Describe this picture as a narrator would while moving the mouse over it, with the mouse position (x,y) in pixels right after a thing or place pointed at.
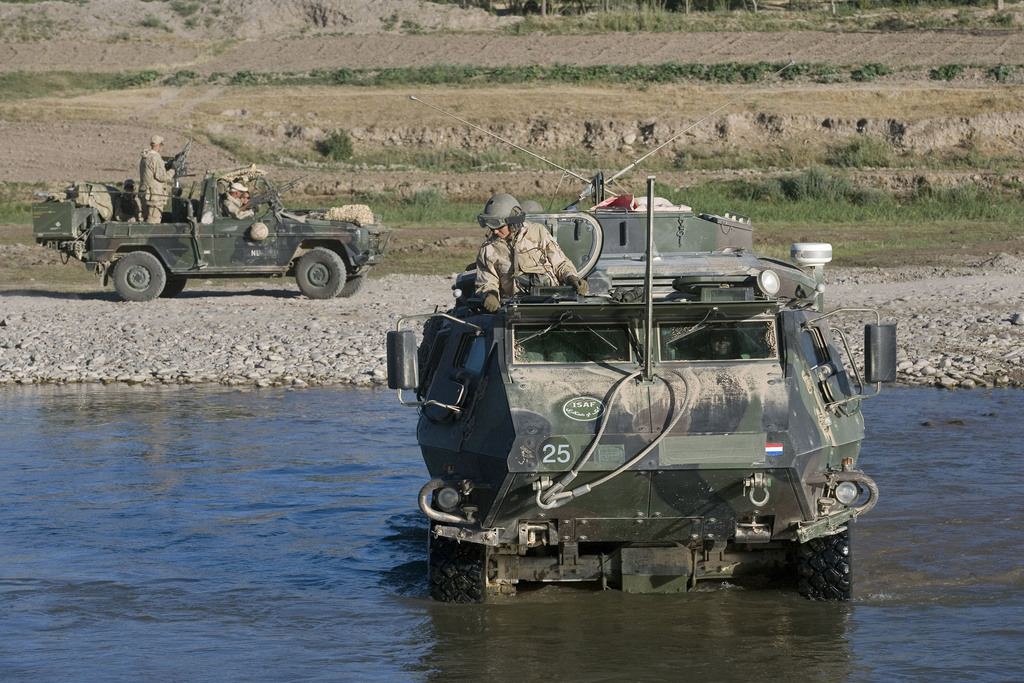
In this picture I can observe two vehicles (493,484). One of the vehicles (523,328) is moving in the water (333,510). There are some people (512,246) in the vehicles (442,488). In the background (339,51) I can observe an open land (526,99) and some grass (801,209) on the land (314,56).
